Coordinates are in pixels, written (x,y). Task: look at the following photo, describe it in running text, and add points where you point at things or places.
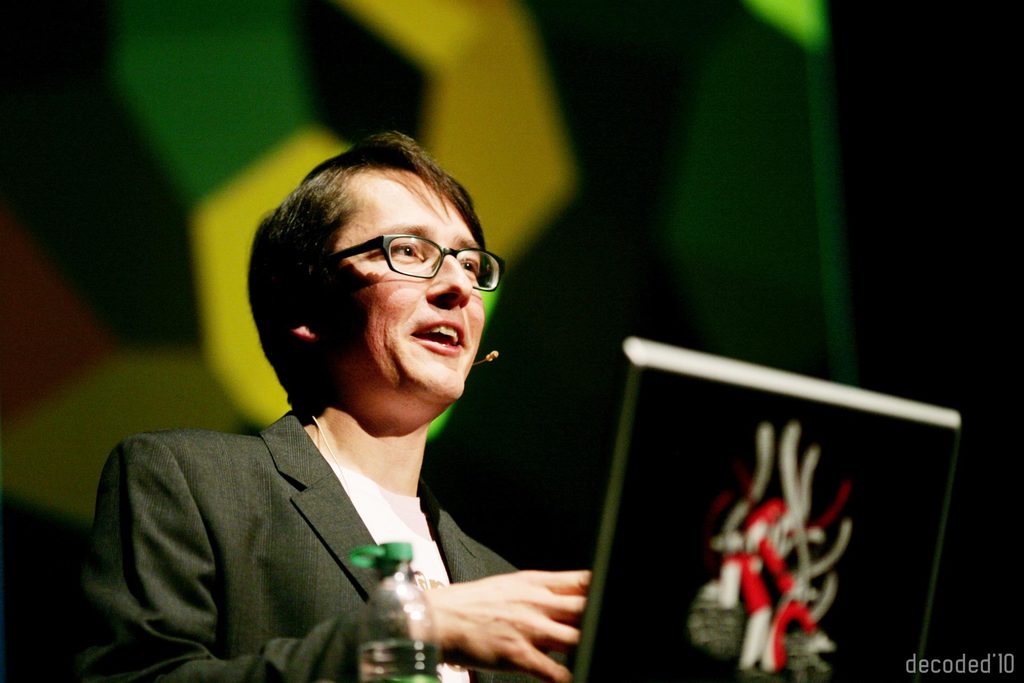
In this image we can see a person (376,461) with spectacles (470,262) and there is a laptop (734,519) and a bottle (419,633) in front of the person (204,579) and a blurry background (318,61).
